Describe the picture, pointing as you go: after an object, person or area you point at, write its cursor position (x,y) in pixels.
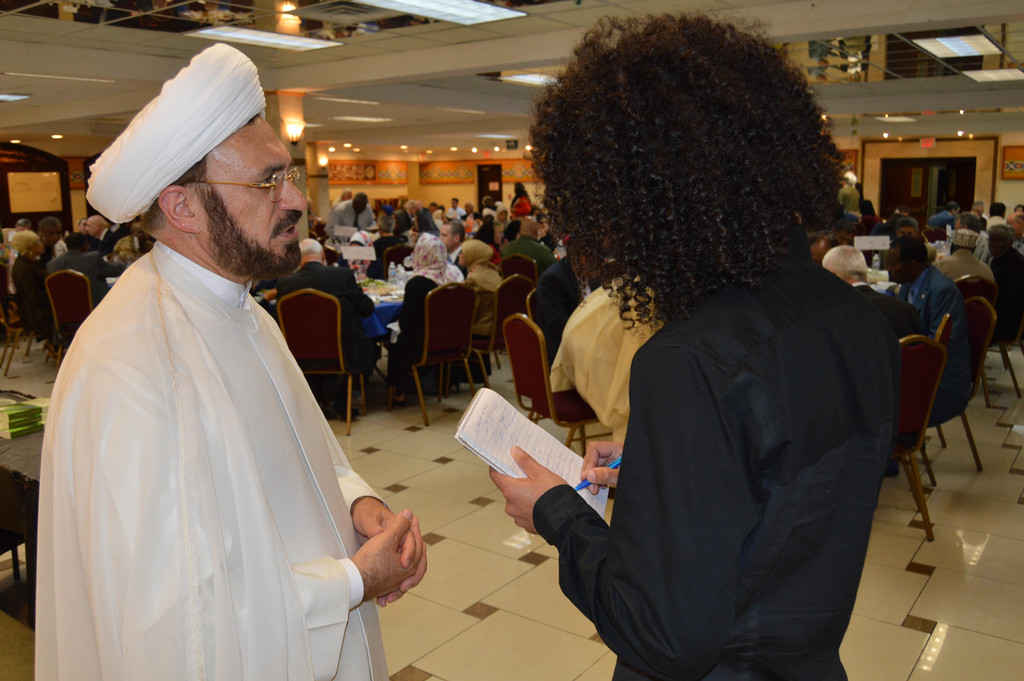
In this picture we can see a group of people (808,526) where some are standing on the floor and some are sitting on chairs (86,285) and in the background (284,128) we can see the lights (320,163), wall (431,194), doors (899,178).
